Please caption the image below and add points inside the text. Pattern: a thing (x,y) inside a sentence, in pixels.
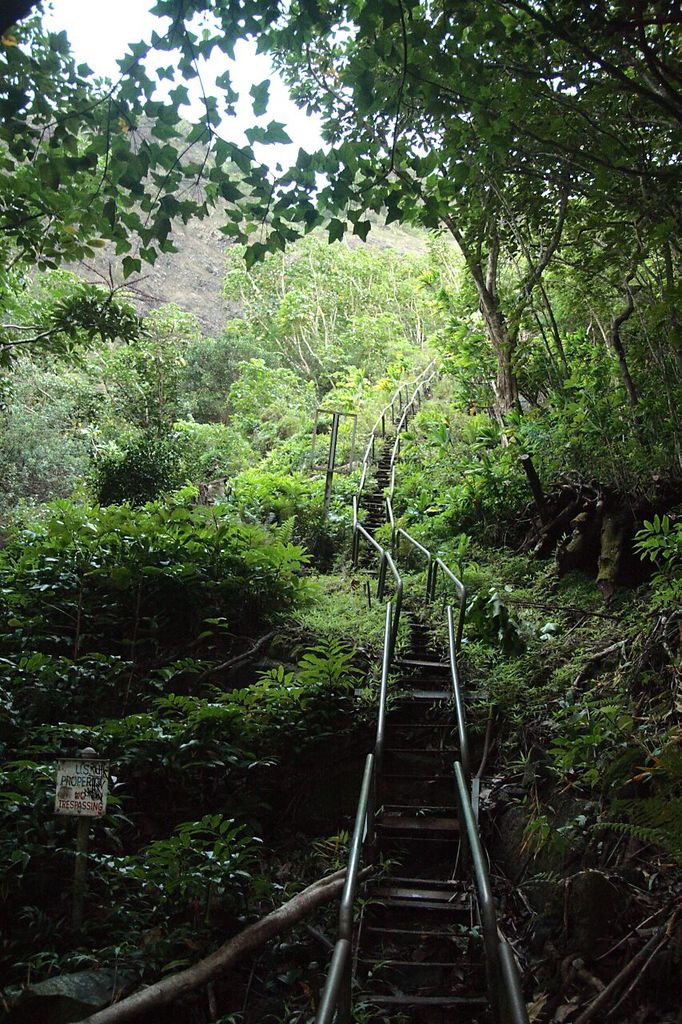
In this image I can see stairs (375,556) in the center (369,533). They have railings (382,576) and there is a board (78,790) on the left (80,780). There are trees (475,8).
